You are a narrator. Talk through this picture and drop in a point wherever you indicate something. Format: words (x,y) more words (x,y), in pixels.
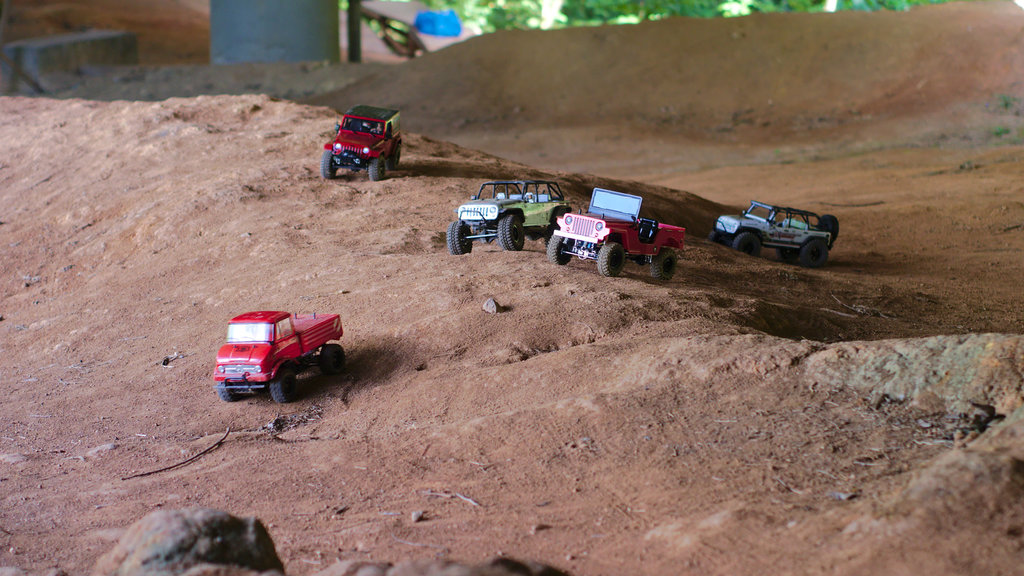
In this image we can see a few vehicles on the ground (671,58), there are some trees (604,17), pole (351,57) and some other objects (420,22) on the ground (368,400).
